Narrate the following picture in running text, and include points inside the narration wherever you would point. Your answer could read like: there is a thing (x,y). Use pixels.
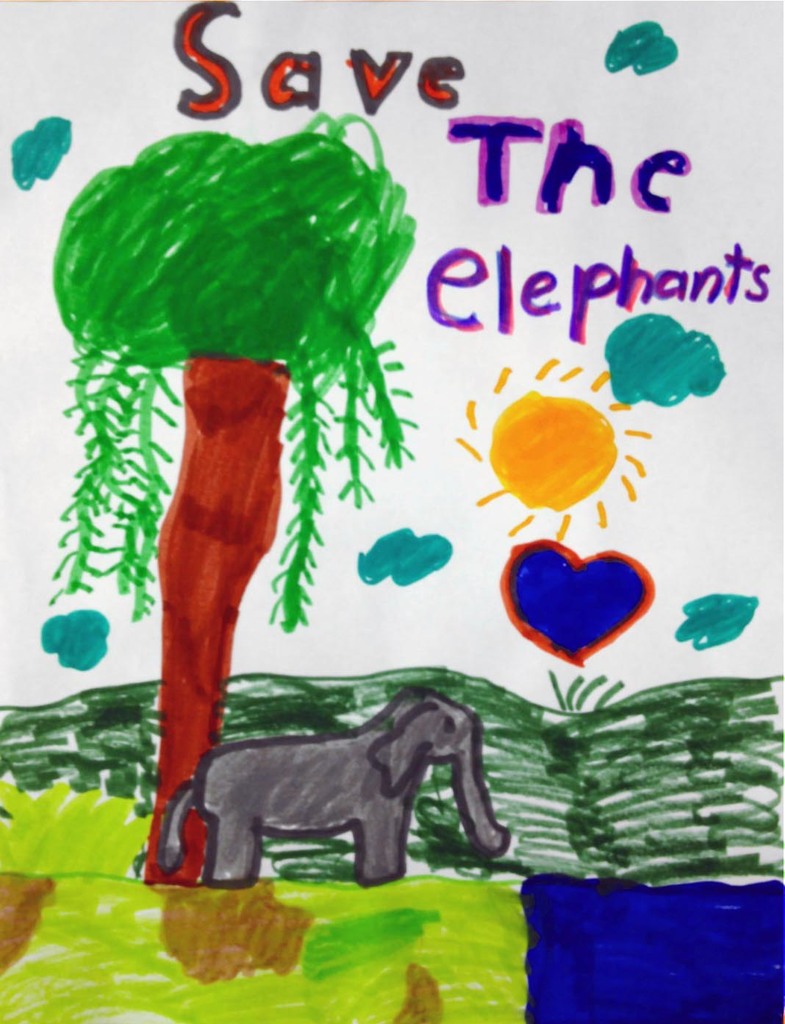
This is a painting (284,426) on the paper (256,298). Here we can see a tree (104,510), elephant (277,746), and text (502,163) written on it.
